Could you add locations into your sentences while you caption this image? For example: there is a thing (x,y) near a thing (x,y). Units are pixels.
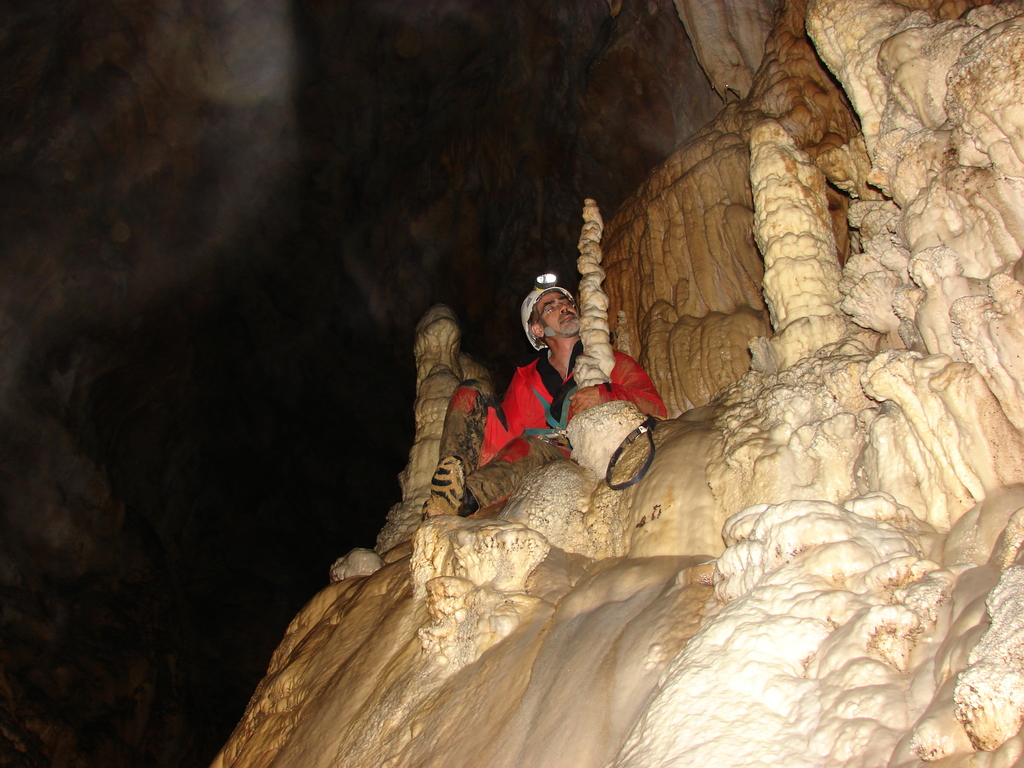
In this image there is a person (570,409) sitting inside a cave (428,413).
